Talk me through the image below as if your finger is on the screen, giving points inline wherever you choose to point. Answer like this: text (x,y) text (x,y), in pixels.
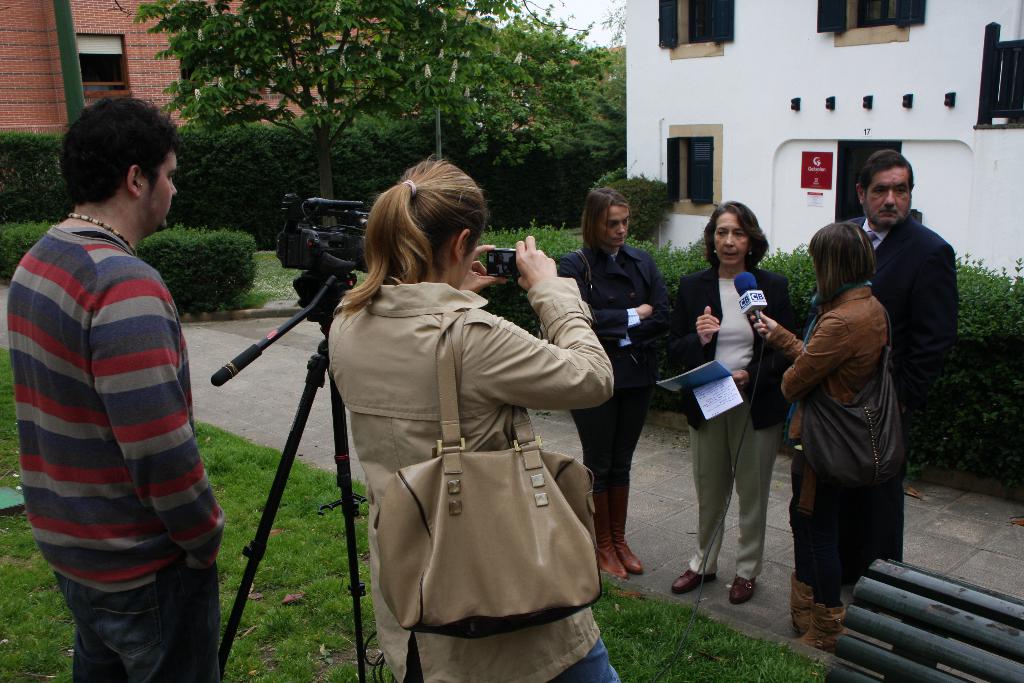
Here in this picture, on the right side (815,348) we can see a group of people (736,329) standing on the ground (714,599) and the woman (697,447) in the middle (681,353) is speaking something in the microphone (743,311) present in front of her, which is held by another woman (816,334) and she is holding some files (693,387) in her hand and in front of her we can see a man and a woman (349,319) standing on the ground (347,577), which is fully covered with grass (292,556) and we can see a video camera (307,254) present on a tripod (295,317) and we can see the woman (420,314) is carrying a hand bag (455,362) and holding a camera (498,276) in her hand (498,276) and we can also see other buildings (25,34) with number of windows (110,37) present and we can see plants (223,282), bushes (383,129) and trees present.
